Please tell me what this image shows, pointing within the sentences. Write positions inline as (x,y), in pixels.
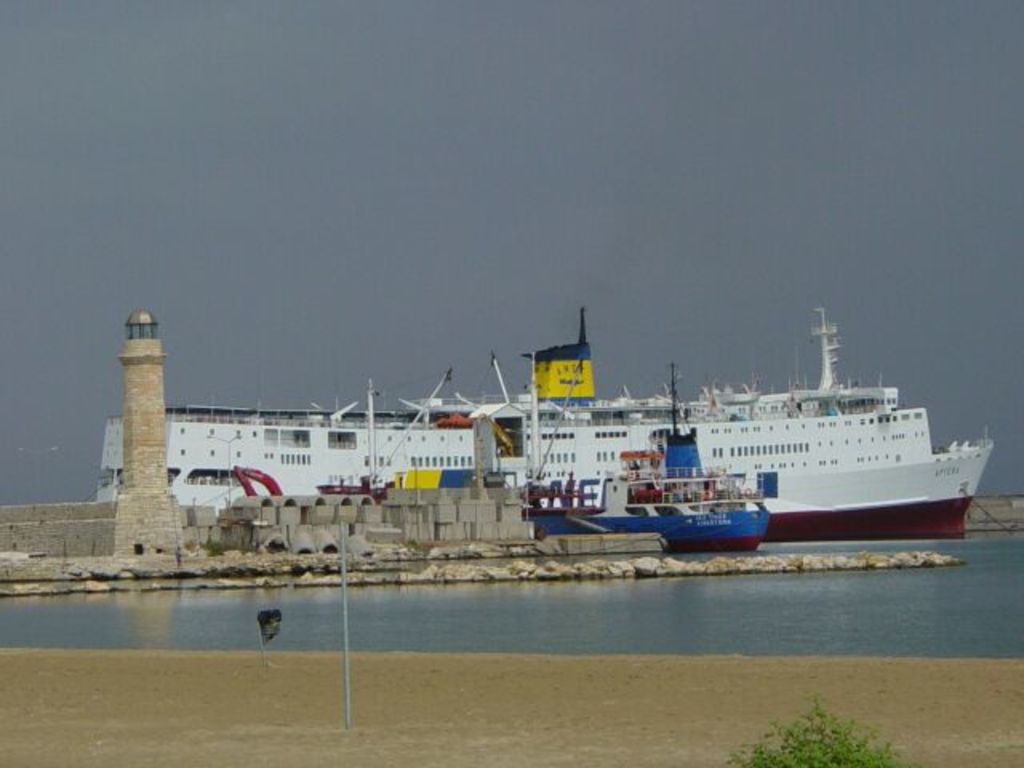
In this picture we can see a ship (795,521) here, at the bottom (901,597) there is water (895,603), we can see a light house (154,420) here, there is the sky (499,168) at the top of the picture (508,152), we can see a plant (808,752) in the front (800,745), there is a pole (345,644) here.
